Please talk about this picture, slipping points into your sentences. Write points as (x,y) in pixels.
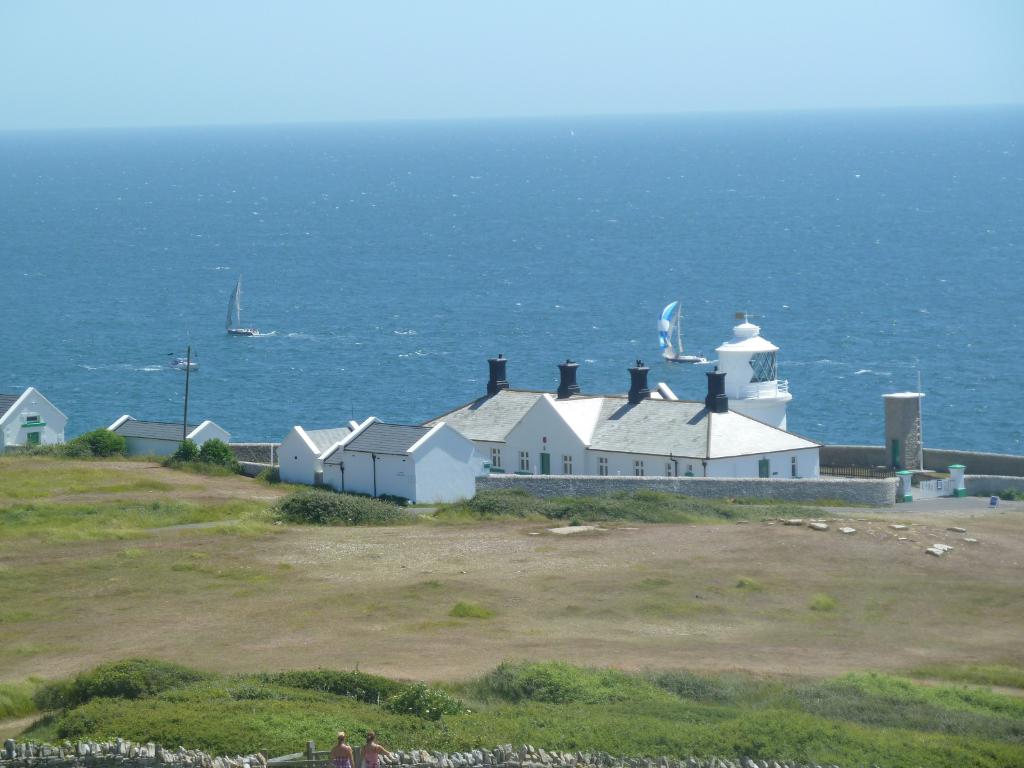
In this image we can see some houses (391,498) and there are some plants (400,702) and grass (246,726) on the ground (77,717). We can see two people (345,760) are standing at the bottom of the image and we can see the water (224,187) and there are few boats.
